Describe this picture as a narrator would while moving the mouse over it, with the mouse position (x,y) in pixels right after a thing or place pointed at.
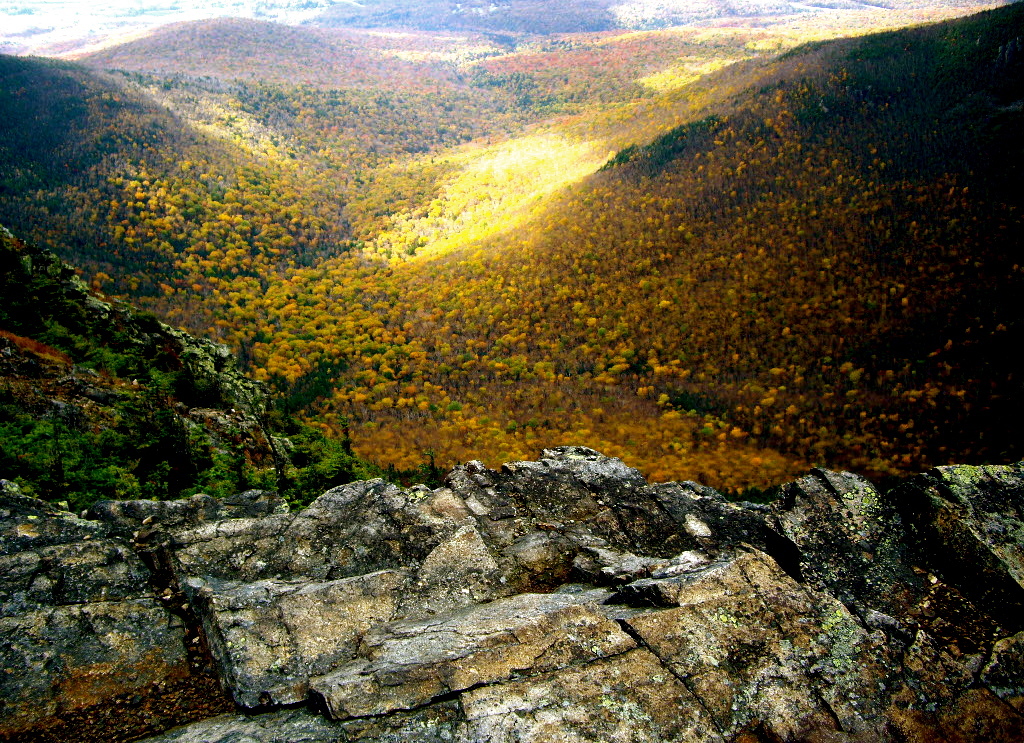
In this picture we can see few rocks (622,607), trees (517,350) and hills (416,192).
